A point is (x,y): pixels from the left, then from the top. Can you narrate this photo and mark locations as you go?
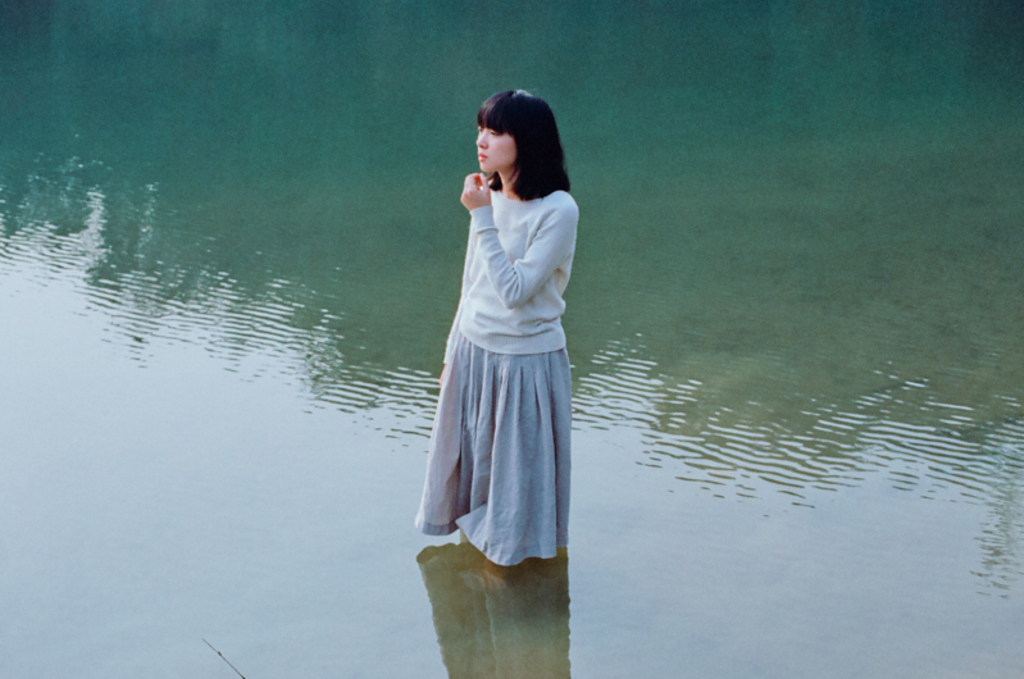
In this image we can see a person (498,267) standing in the water (154,305).
